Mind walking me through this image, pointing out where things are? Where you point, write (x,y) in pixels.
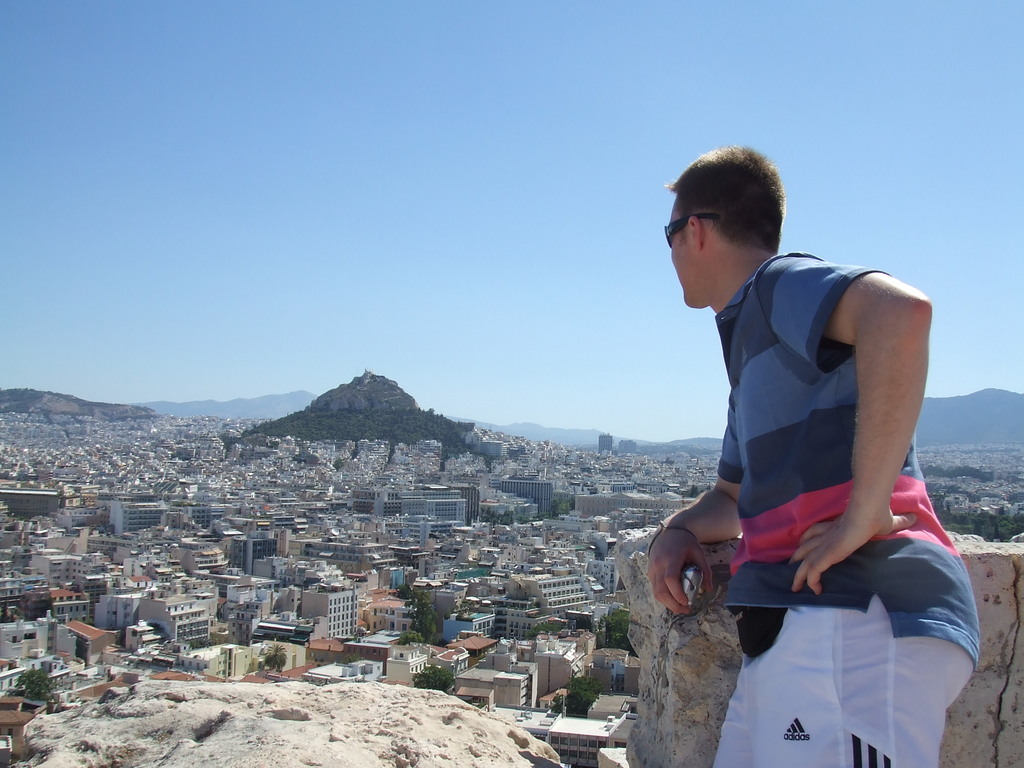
This picture consists of many buildings (326,531) and the hill (400,421) in the middle (625,492), at the top (620,182) there is the sky (935,182), on the right side (823,414) I can see a person (771,547) standing in front of the wall (699,691).
